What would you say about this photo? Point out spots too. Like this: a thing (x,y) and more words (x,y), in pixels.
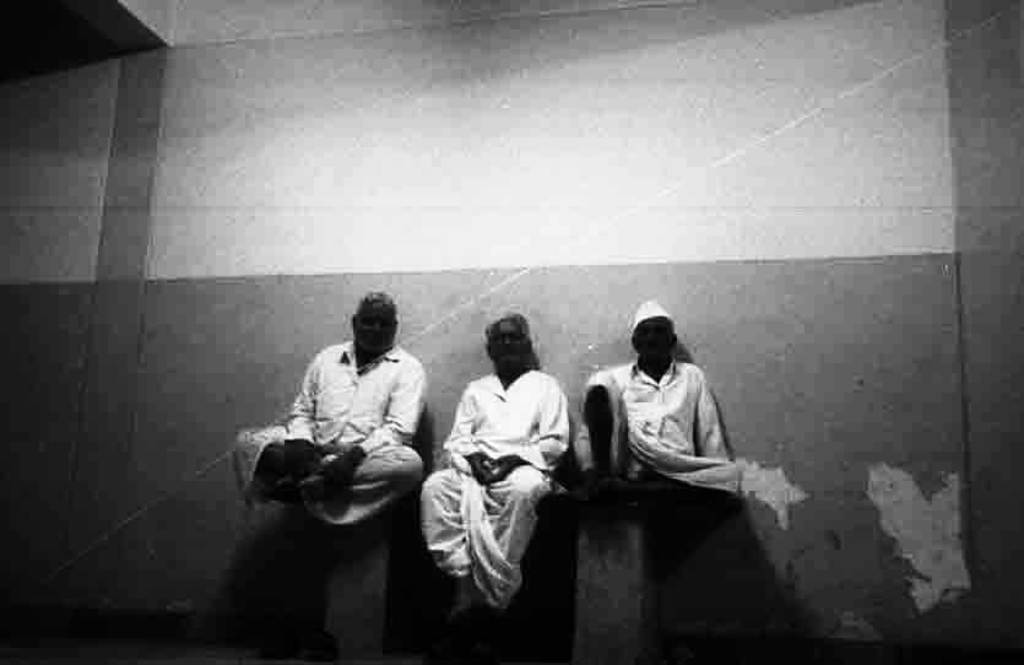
In this picture there are three persons (542,401) wearing white dress (492,417) are sitting and there is a wall (460,298) behind them.
